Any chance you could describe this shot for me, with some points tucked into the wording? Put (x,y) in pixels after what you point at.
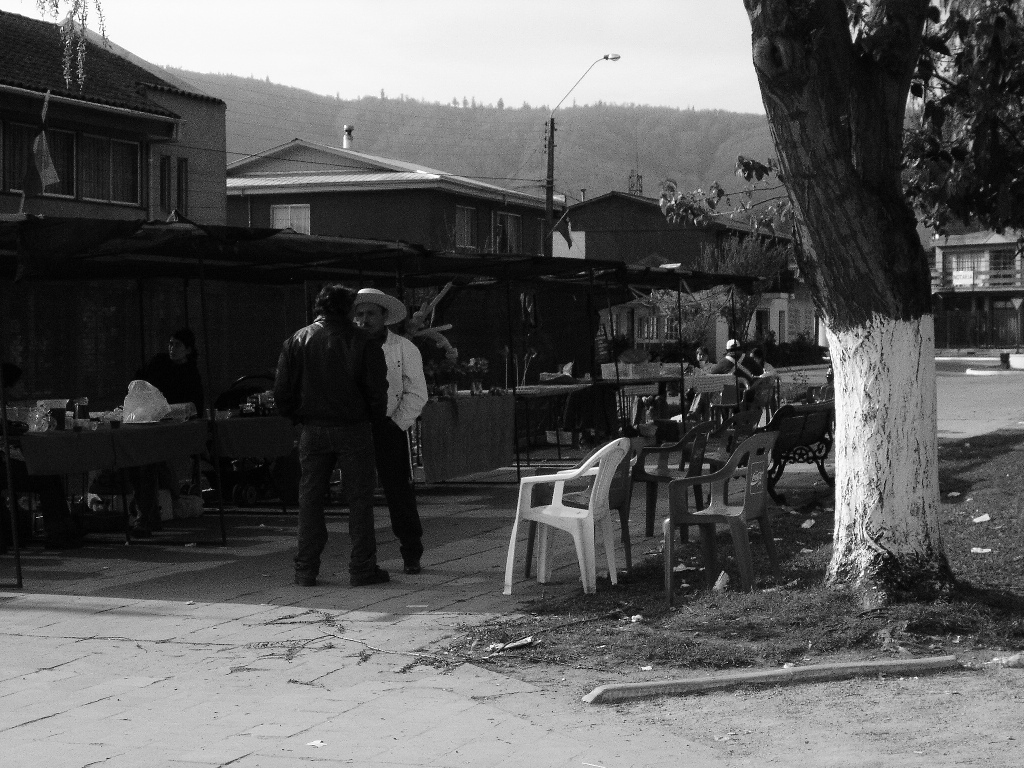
There are 2 men (362,433) standing behind them there are buildings (634,251), trees (1017,116), tables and chairs (732,465) and few people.
